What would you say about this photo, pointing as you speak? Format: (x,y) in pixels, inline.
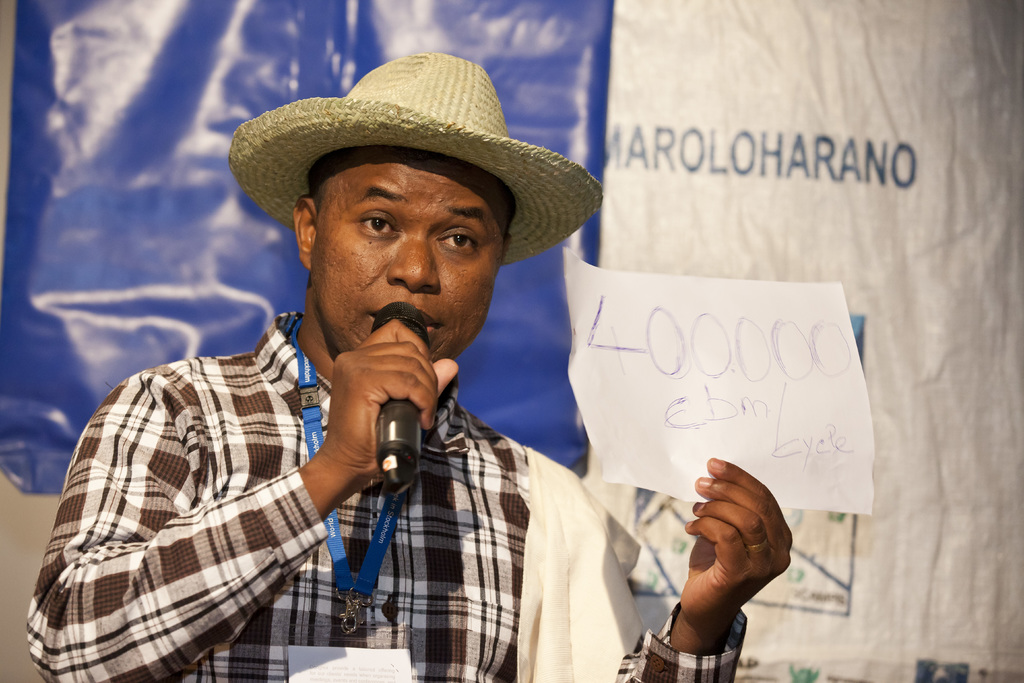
In this picture a person (364,185) wearing a hat (413,69) is holding mike (379,436) with one hand (374,421) and paper (647,281) in which some text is written is holding with other hand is wearing a brown checks shirt (420,482). Background (664,180) there is a banner (663,206) with some text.
